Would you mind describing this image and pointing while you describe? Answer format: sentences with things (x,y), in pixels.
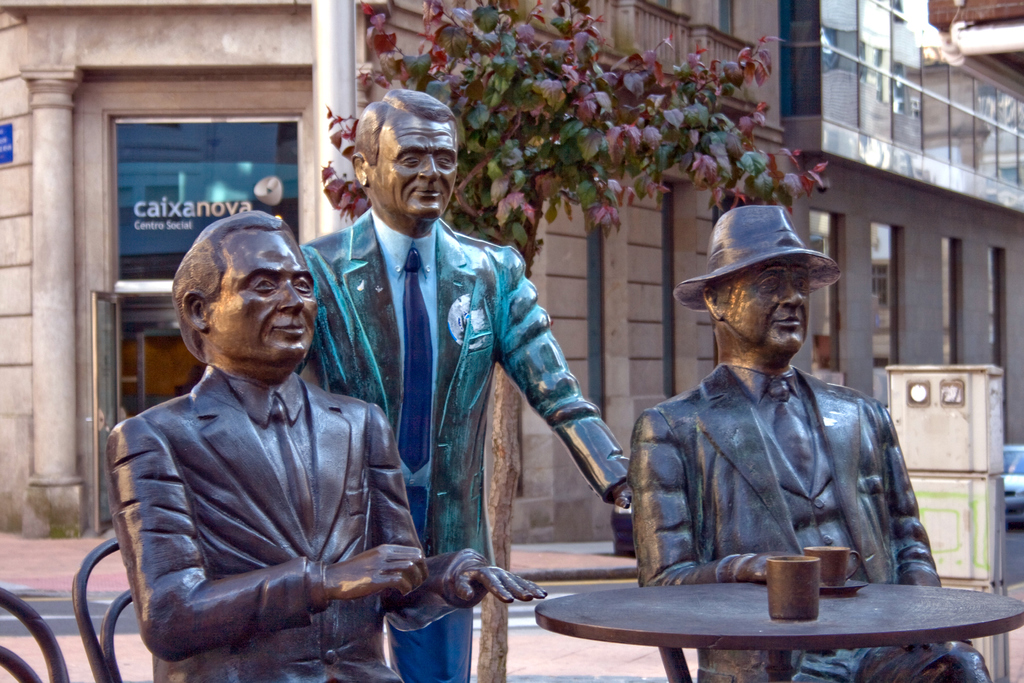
There are three statues (534,409) in this picture. Two of the statues (292,546) were placed in the chairs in front a table (678,630). One of the statue (390,354) is in standing posture. In the background (536,162) there are some trees (517,119) and a buildings (816,122) here.
